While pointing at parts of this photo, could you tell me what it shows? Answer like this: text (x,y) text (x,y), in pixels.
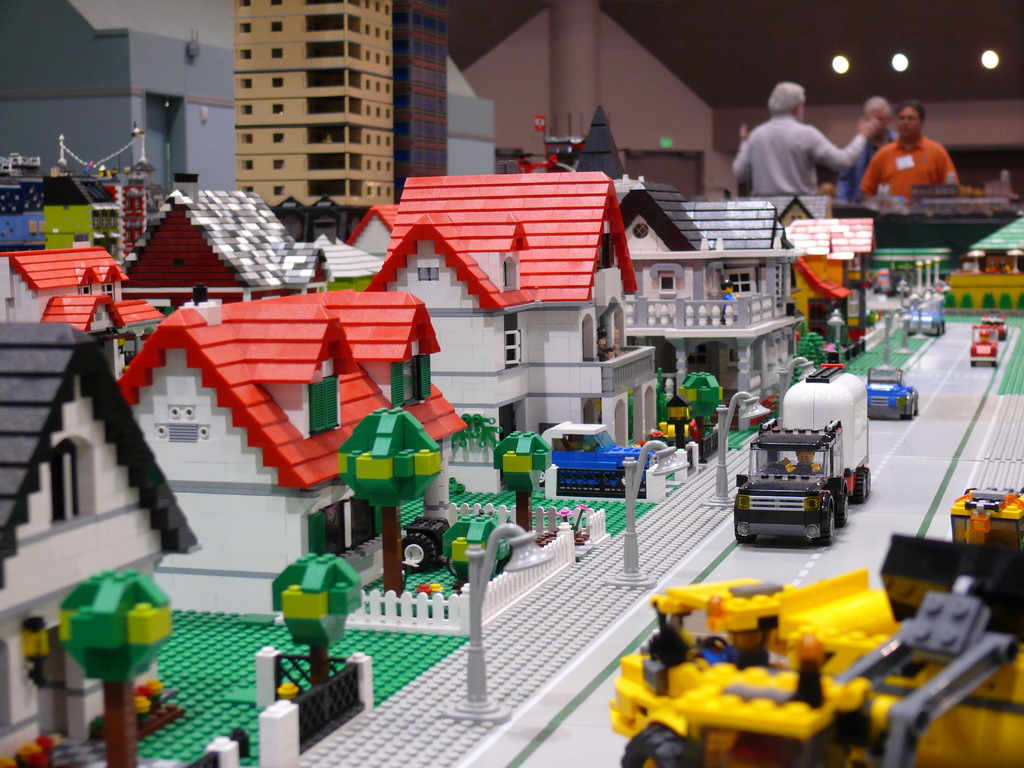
In this image I can see a miniature (554,364) and it is colorful. I can see few buildings (775,351), windows (745,284), trees (408,417), fencing (497,582), vehicles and few people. Back I can see three people (939,158), lights (902,65) and a wall (933,134).
